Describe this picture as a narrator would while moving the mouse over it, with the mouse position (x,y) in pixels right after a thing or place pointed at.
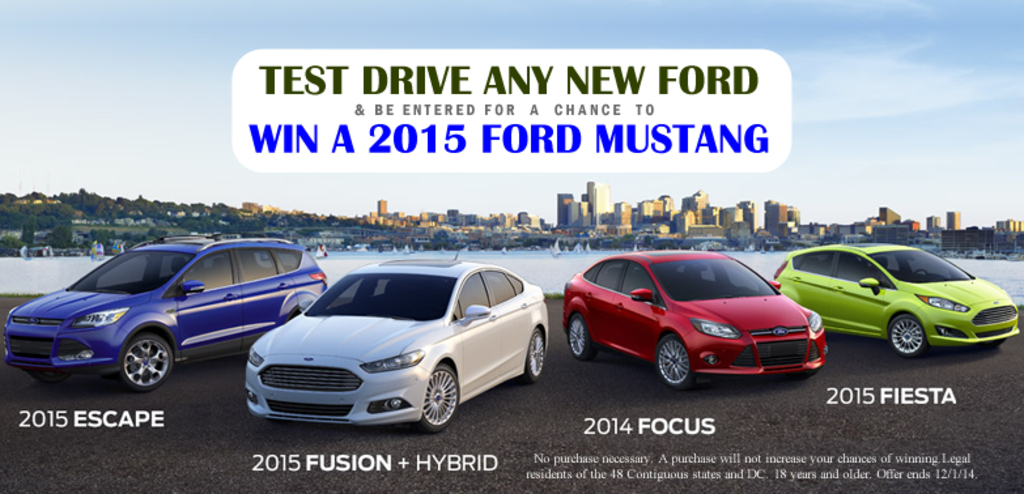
In this image we can see a poster (460,227). On the poster (513,157) there is something written. Also we can see cars (743,307). In the back (267,207) there are buildings (730,221) and sky (574,45). Also there is water (400,253).
